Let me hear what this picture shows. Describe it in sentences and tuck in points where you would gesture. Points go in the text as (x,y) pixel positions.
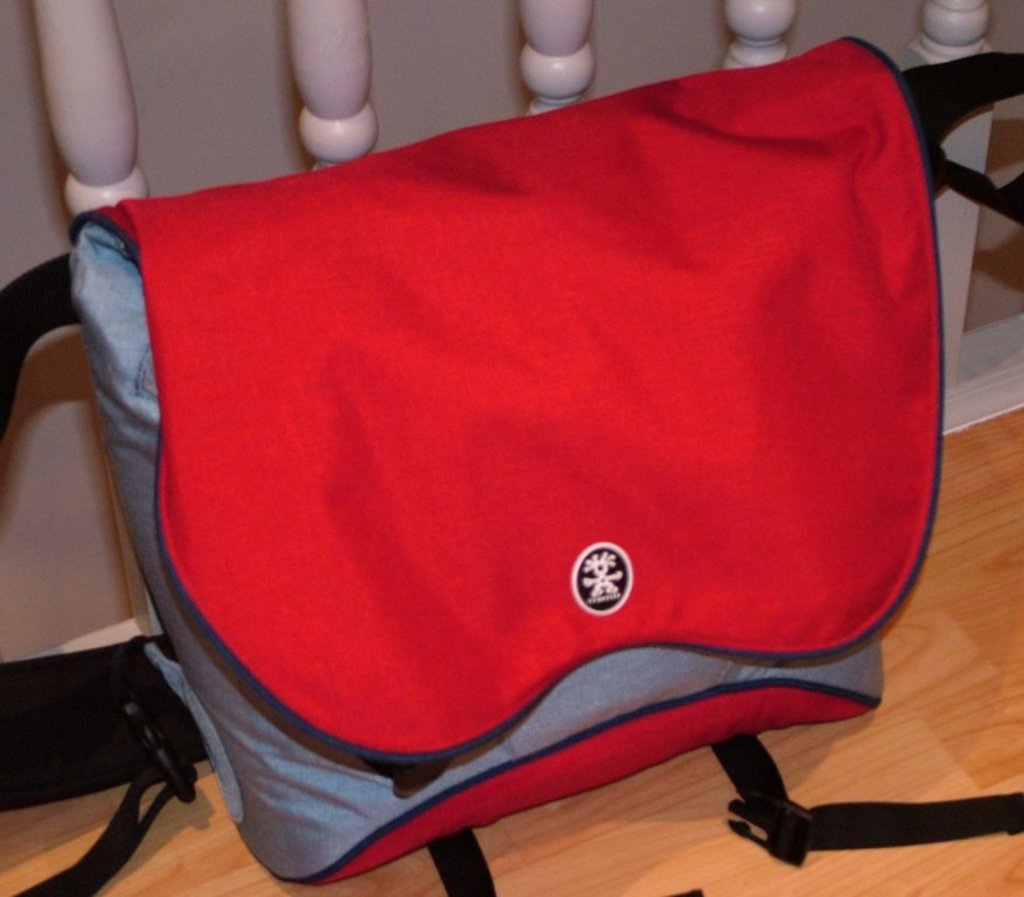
In this image, we can see a bag (717,613) on the wooden surface (995,750). We can also see some white colored objects (579,25).
